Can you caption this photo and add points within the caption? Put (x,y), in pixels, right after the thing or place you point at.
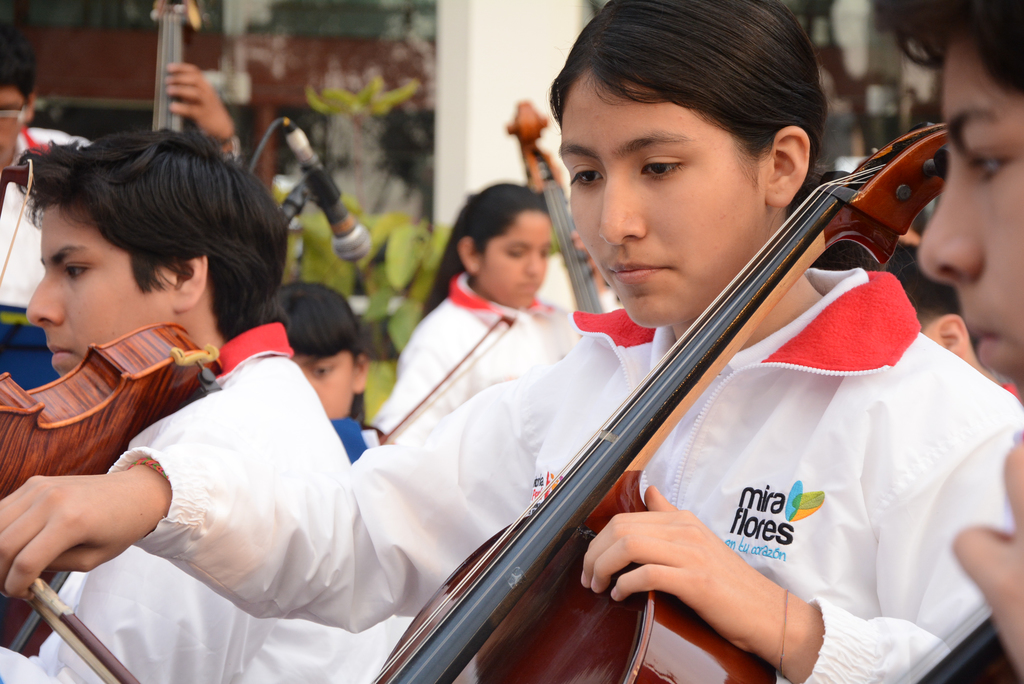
In the picture there are persons (561,309) in which there are playing violin (611,487) by catching with their hands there is a microphone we can say some plants (377,296) near to them.
